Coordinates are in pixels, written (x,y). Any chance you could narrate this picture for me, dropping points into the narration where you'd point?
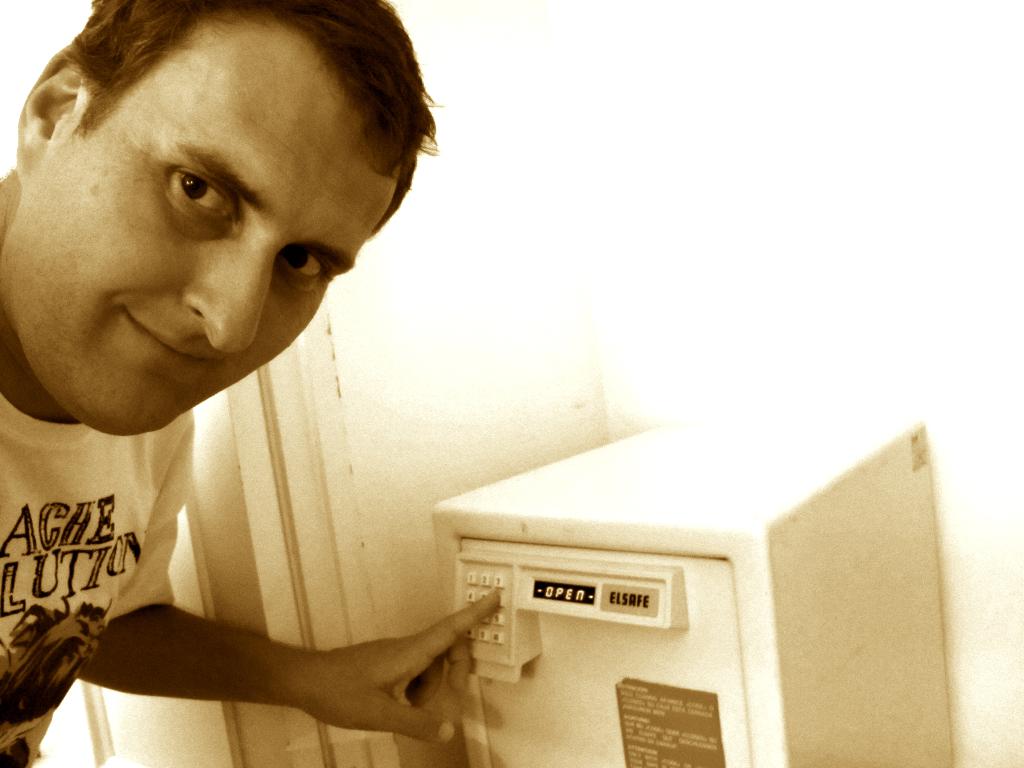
On the left side of this image (85,496) there is a man (91,435) wearing a t-shirt (77,657) and looking at the picture. Beside him there is a safe (694,506). In the background (655,359) there is a wall (634,245).
